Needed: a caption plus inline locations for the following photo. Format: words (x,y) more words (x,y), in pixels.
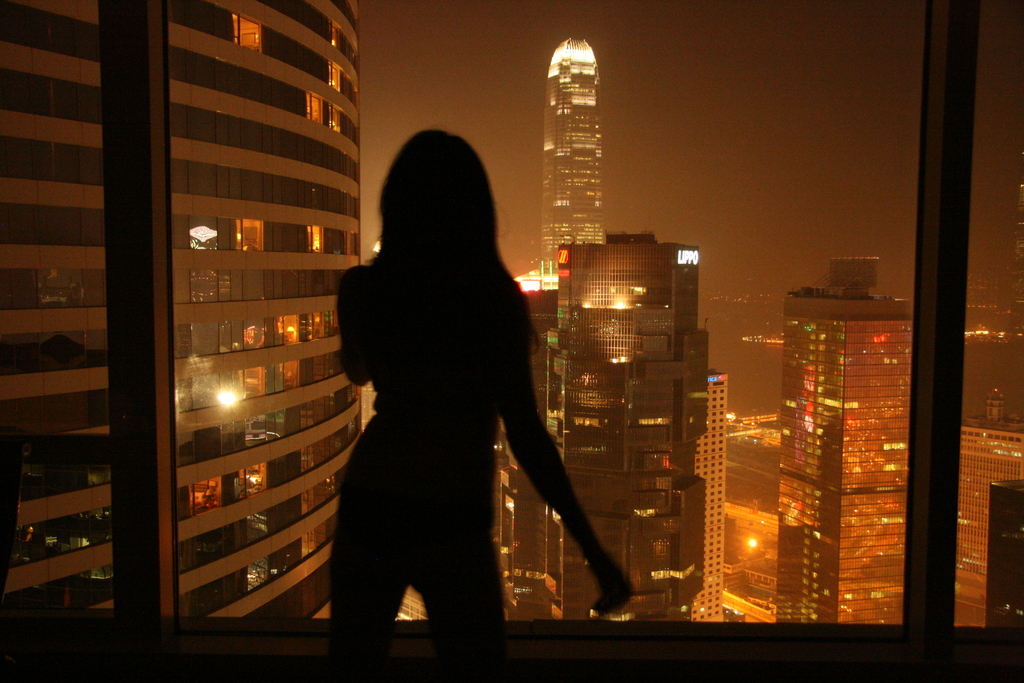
In the center of the image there is a lady (337,676). In the background of the image (641,404) there are buildings (575,290). At the top of the image (853,100) there is sky (657,74).
